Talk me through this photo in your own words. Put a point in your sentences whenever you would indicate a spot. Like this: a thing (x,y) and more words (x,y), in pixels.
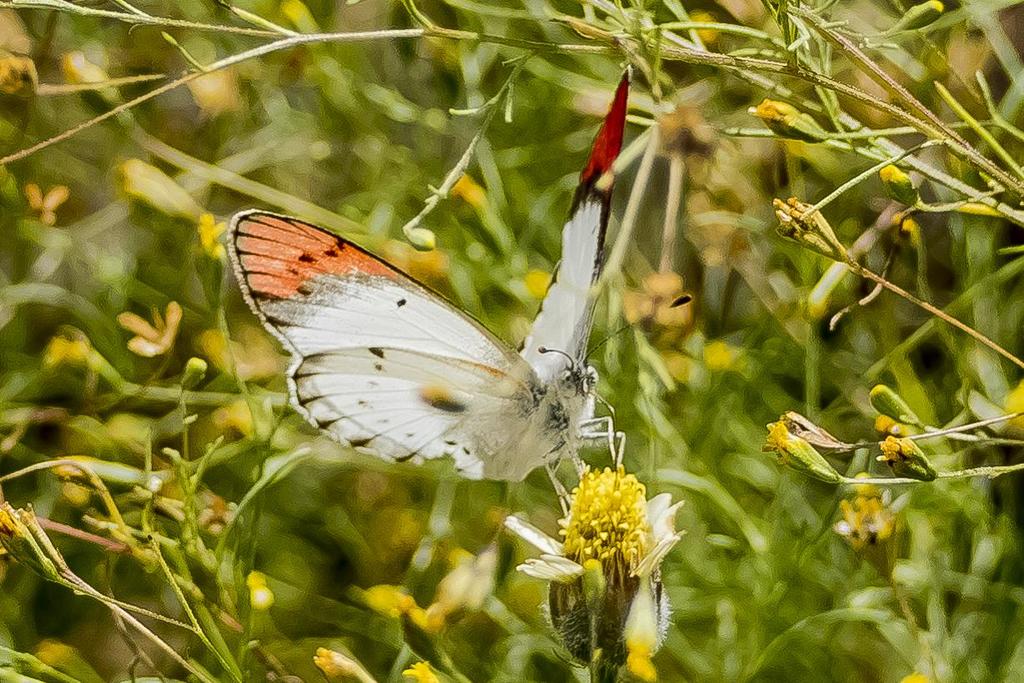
In this picture we can see a butterfly (380,358) on the flower (602,504), in the background (625,445) we can see few plants (181,463).
